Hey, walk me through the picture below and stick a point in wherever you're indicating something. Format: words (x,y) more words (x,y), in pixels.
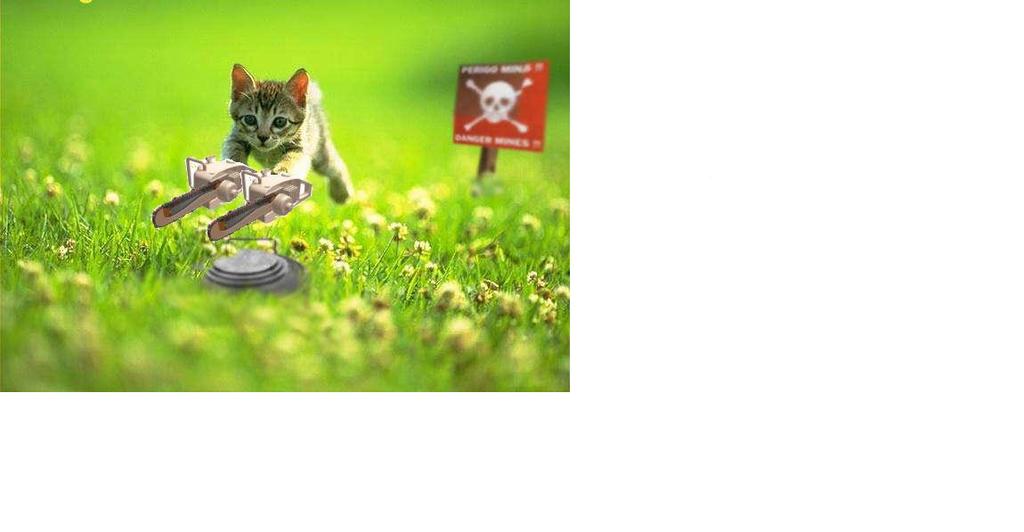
In this image, we can see green grass (83,312) and there is a small kitten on the grass (88,297), at the right side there is a red color danger board (486,145).
